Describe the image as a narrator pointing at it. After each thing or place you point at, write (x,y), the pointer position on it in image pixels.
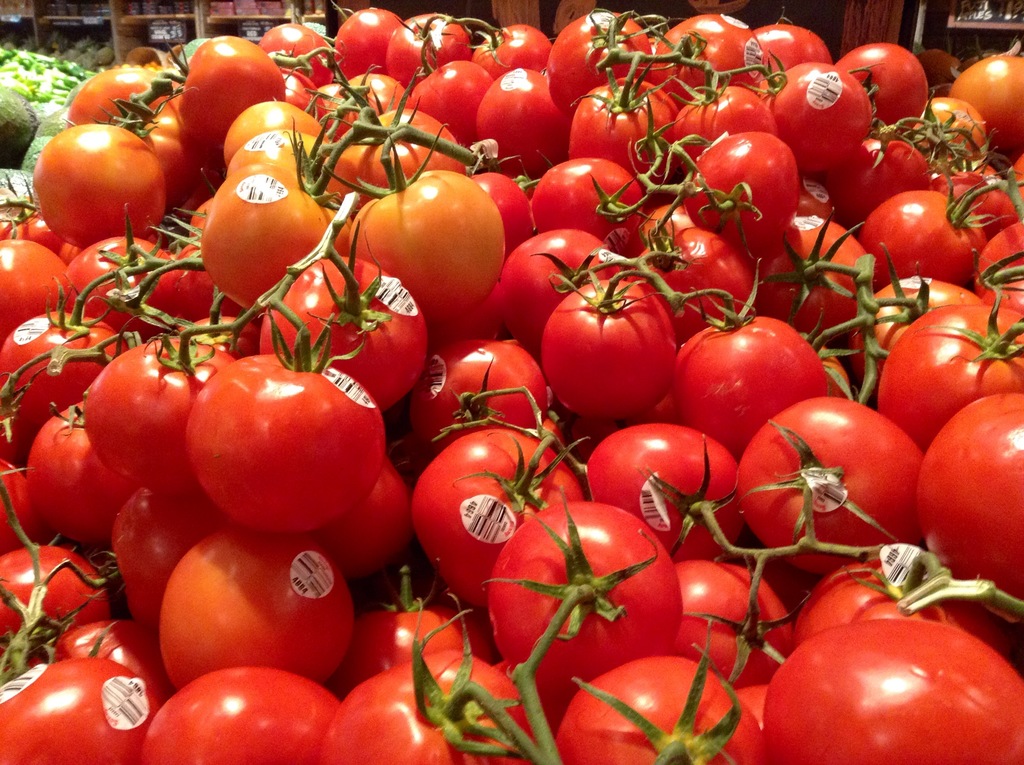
In the foreground of the image (699,488) we can see group of tomatoes (770,444) with some labels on them. To the left side of the image (37,94) we can see some vegetables (15,82). In the top left corner of the image (95,44) we can see group of objects (177,12) placed on racks (189,15). In the top right corner of the image (984,3) we can see a board (1000,5) with some text (980,16).
